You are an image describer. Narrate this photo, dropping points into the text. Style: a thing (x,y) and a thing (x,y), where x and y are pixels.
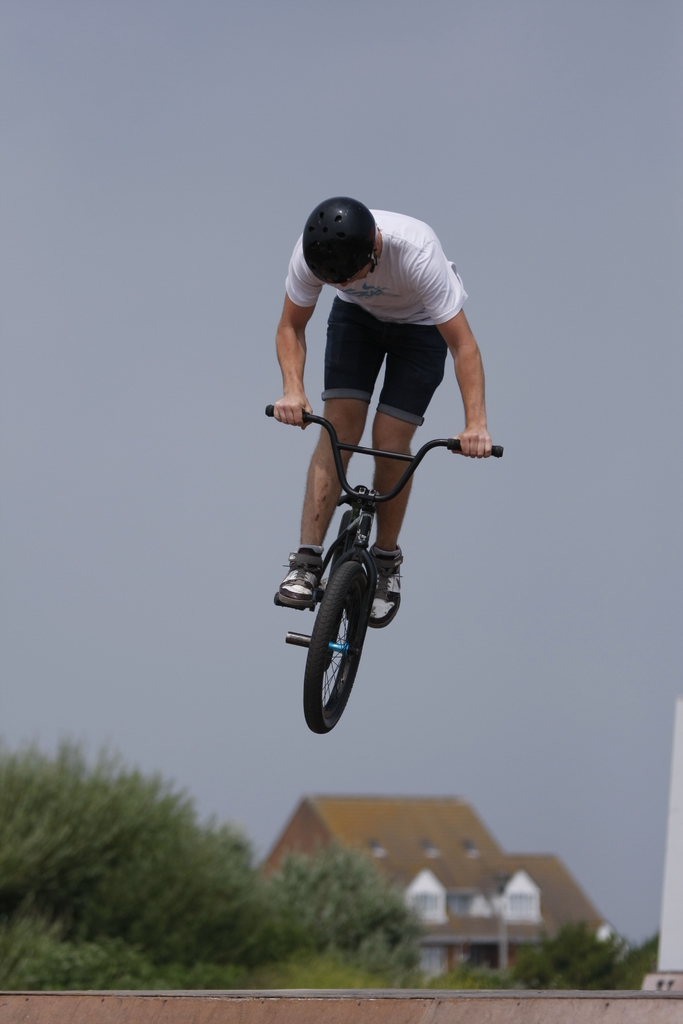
As we can see in the image there are trees (273,962), houses (447,926), sky (541,638) and a man (364,367) riding bicycle (365,545).
